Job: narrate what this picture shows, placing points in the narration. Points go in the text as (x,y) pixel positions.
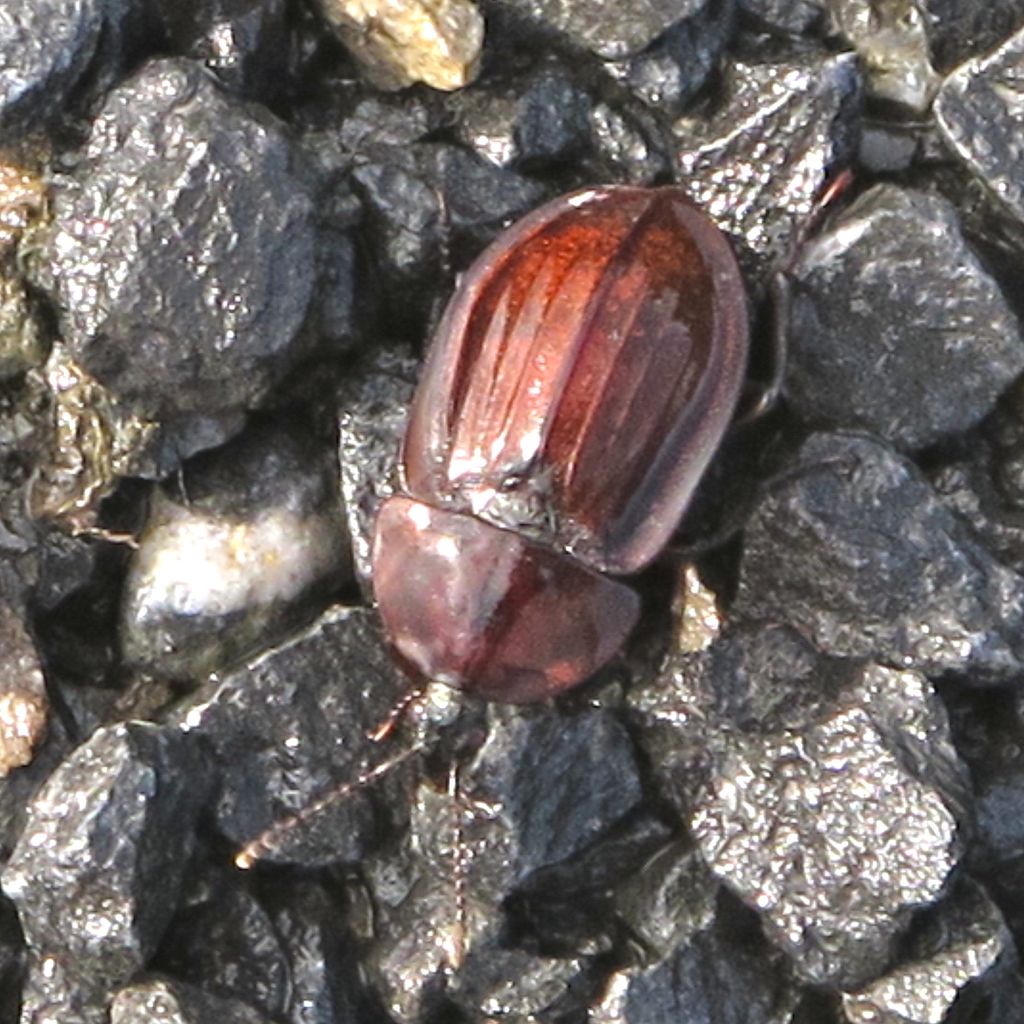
In this picture we can see an insect (451,713) on the stones (770,123).
